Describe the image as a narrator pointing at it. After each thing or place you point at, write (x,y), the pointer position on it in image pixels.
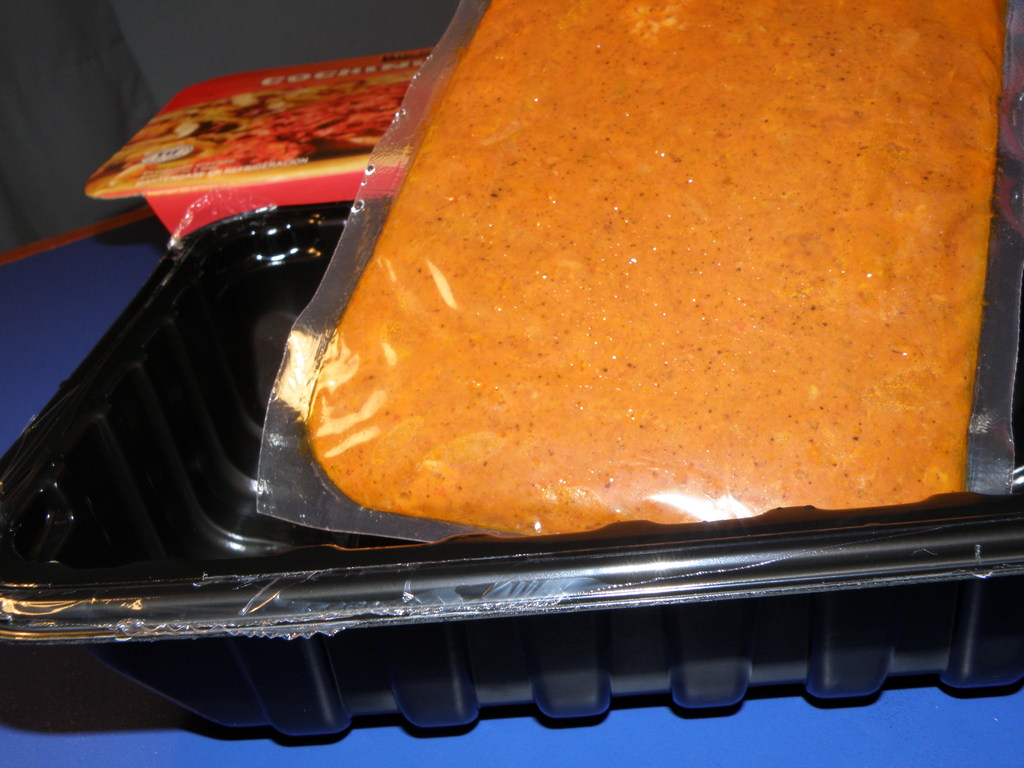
In this image we can see a black color bowl (216,252) with some food (552,317) and there is an another red color bowl (392,85) which is placed on the surface (983,767).
